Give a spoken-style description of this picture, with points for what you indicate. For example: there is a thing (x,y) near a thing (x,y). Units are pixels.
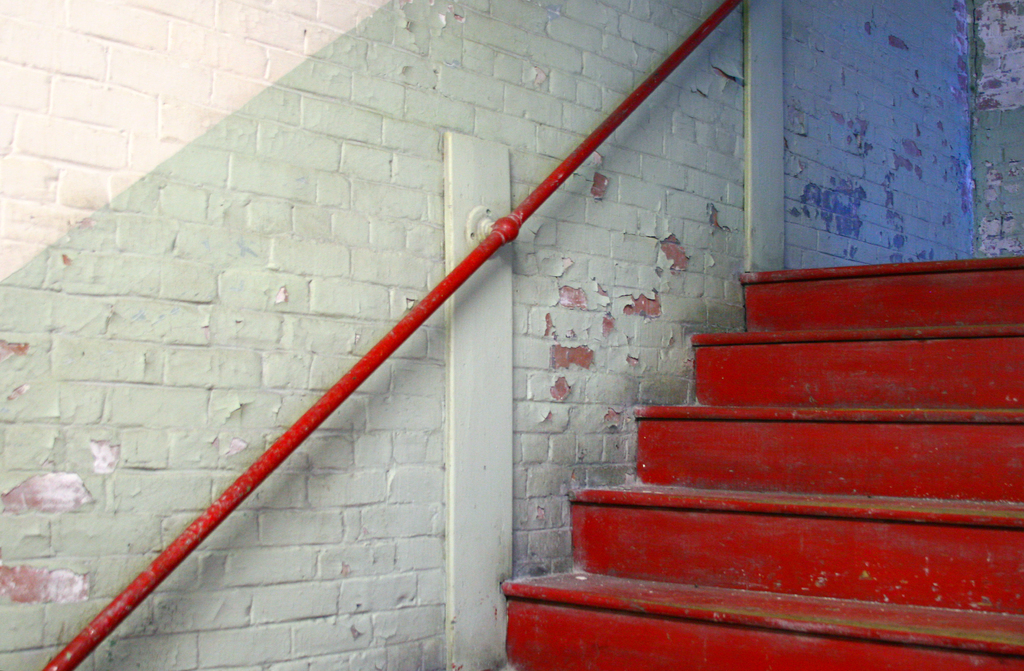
In this image in the center (668,411) there is a staircase (760,431), and in the background (617,102) there is a wall (544,158) and a pole (591,140).
